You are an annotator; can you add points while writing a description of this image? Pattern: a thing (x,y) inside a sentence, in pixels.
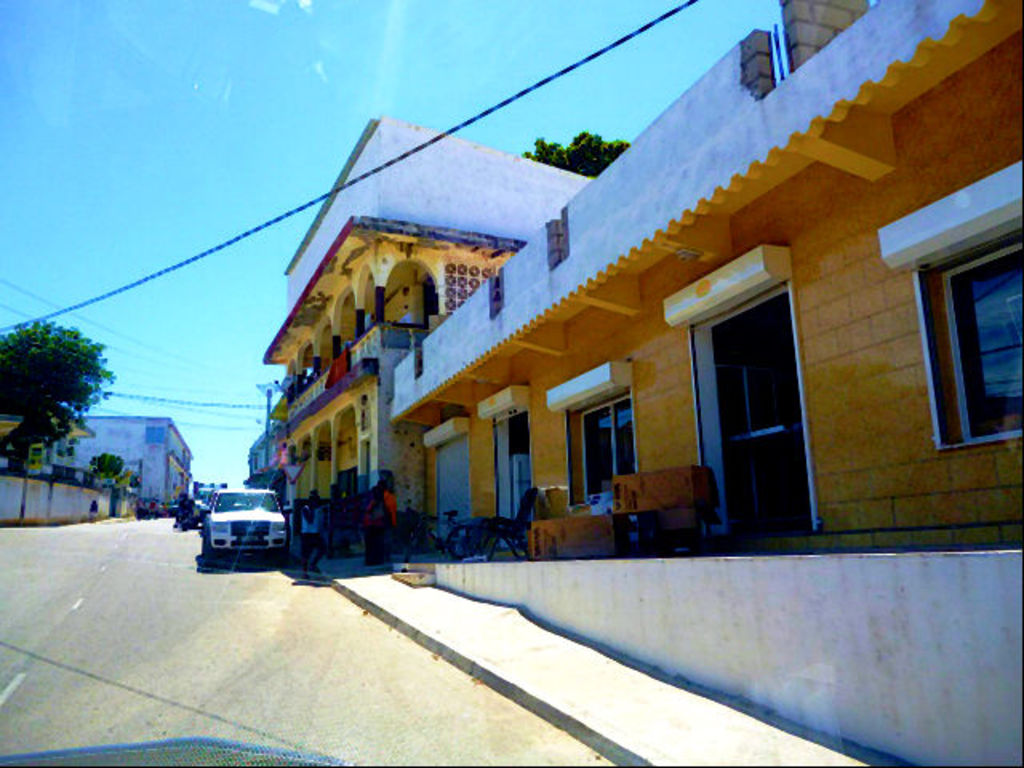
In this picture there are people (308,498) and we can see vehicle (206,534) on the road (218,601), buildings (399,403), trees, chair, wires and objects (341,366). In the background of the image (245,244) we can see the sky (152,170).
